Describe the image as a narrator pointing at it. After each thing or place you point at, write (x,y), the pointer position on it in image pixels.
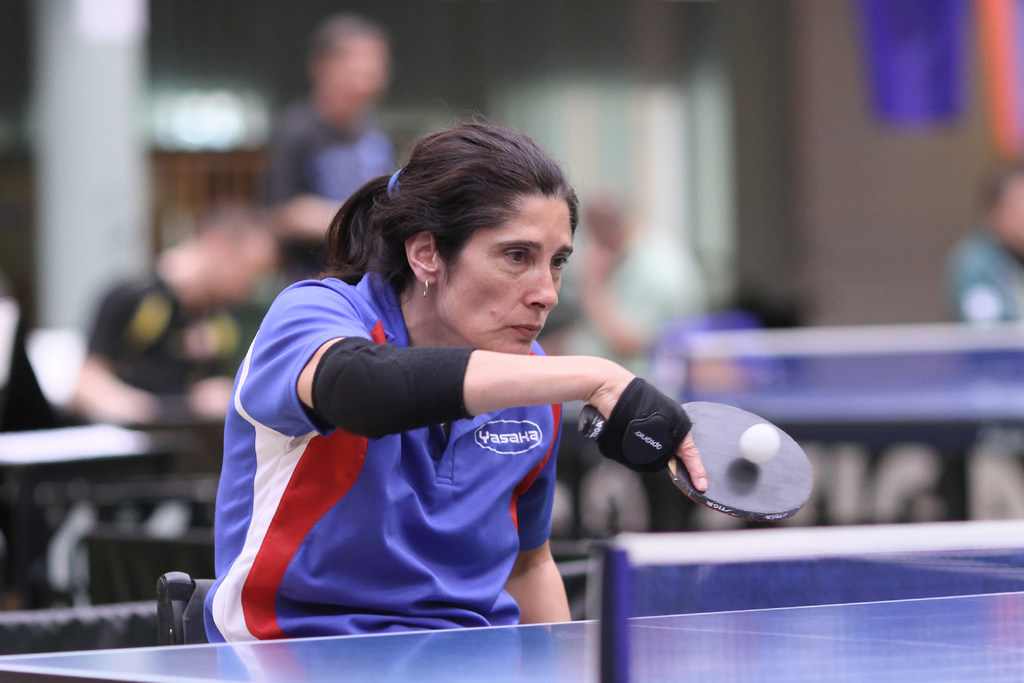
Here we can see a woman (546,244) is holding a racket (776,495) in her hands (622,384), and playing with the ball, and here is the board (584,675) and here is the net (745,608).
